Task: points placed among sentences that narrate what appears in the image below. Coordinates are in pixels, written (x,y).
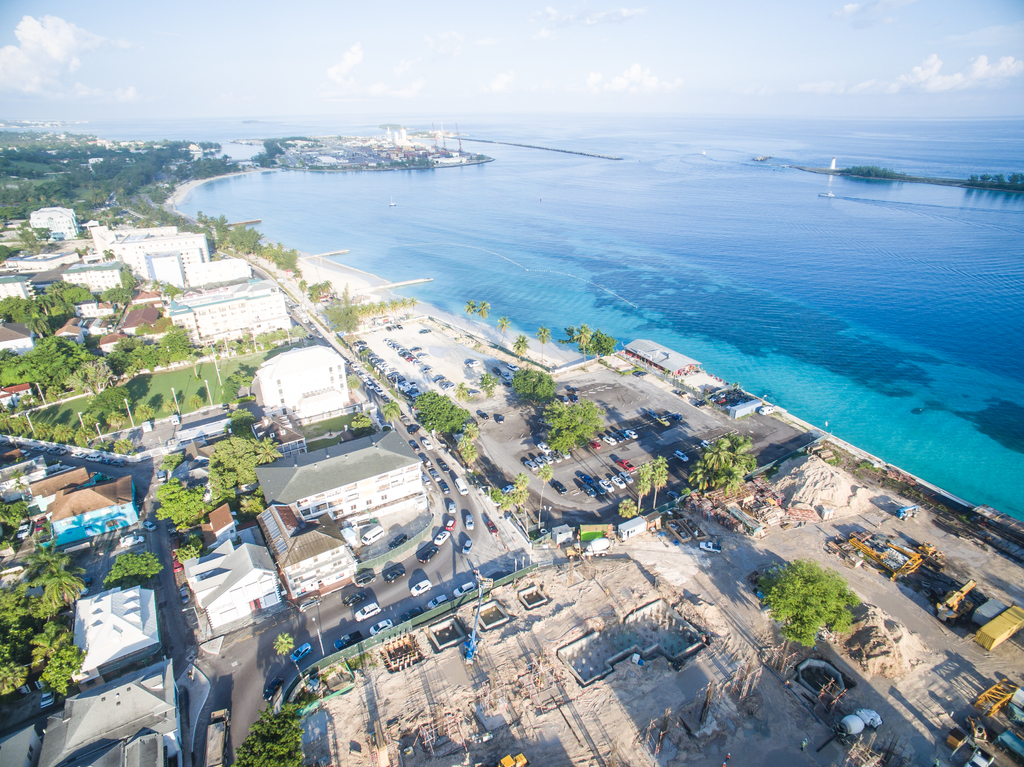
This picture consists of an aerial view, where we can see houses (322,503), trees (226,475), vehicles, poles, and water (864,326) in the image and there is sky (208,52).
